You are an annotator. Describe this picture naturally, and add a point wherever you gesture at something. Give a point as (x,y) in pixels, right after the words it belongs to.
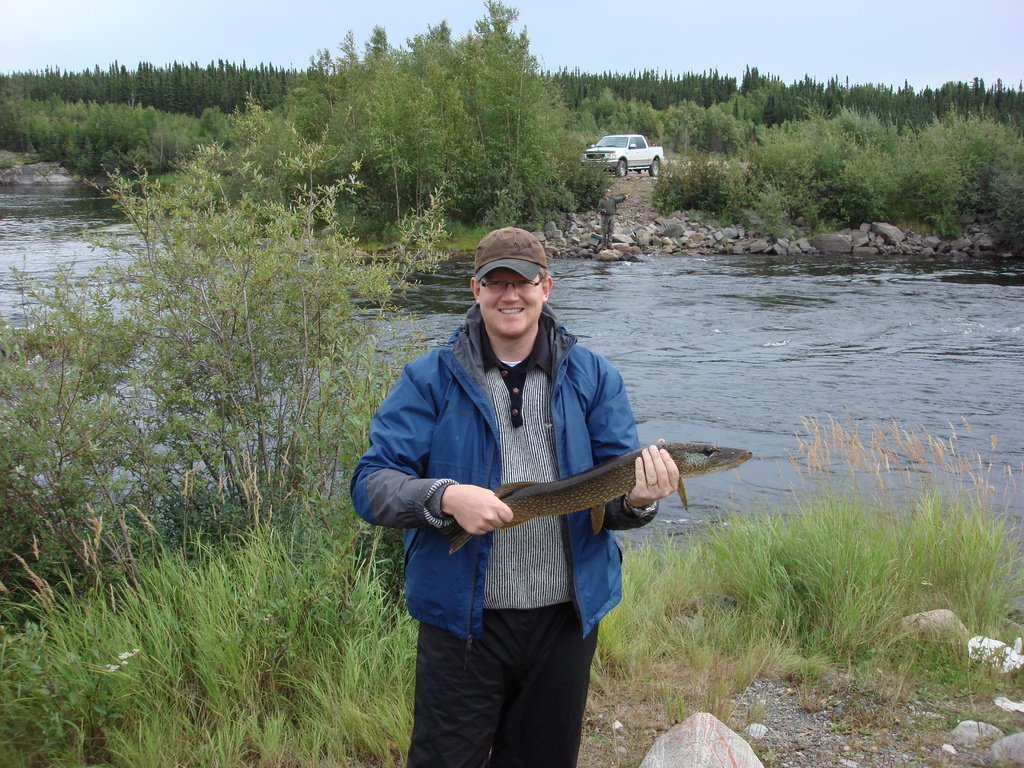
In this picture we can see few people (479,314), in the middle of the image (472,420) we can see a man (502,404), he is smiling, and he is holding a fish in his hands (658,483), behind to him we can find few trees (306,420), water (662,303) and a car (602,147).
